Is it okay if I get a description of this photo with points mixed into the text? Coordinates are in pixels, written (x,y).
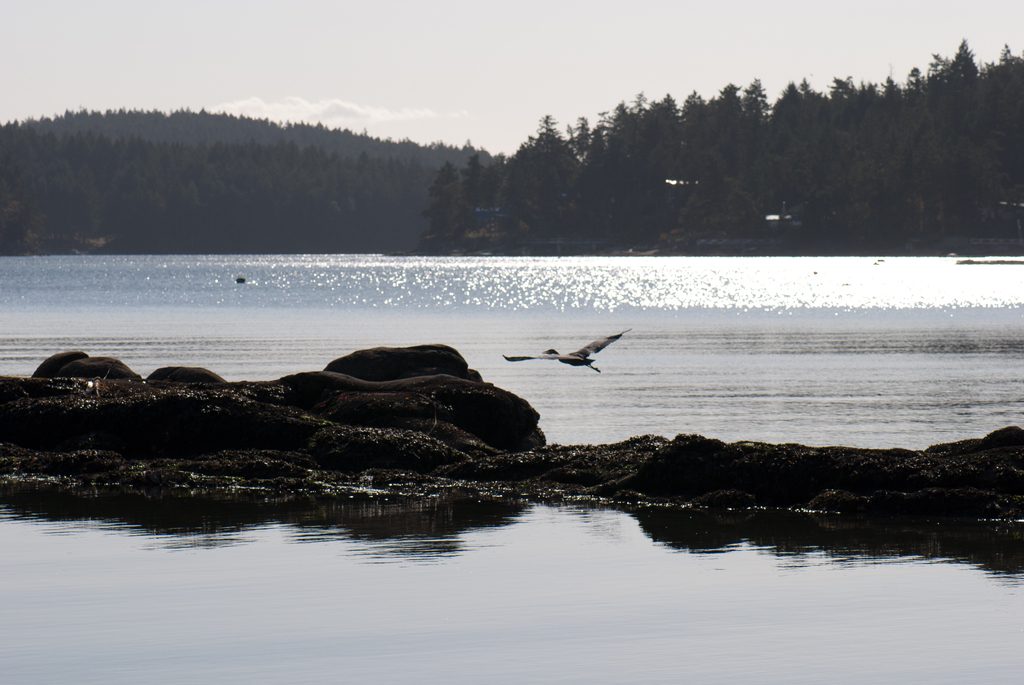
In this picture there is a bird (594,345) which is flying in the air. On the left (283,480) I can see big stones (146,384). In the center (670,382) I can see the river (628,274). In the background (586,144) I can see the mountain (106,144). At the top (467,60) I can see the sky (424,62) and clouds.
